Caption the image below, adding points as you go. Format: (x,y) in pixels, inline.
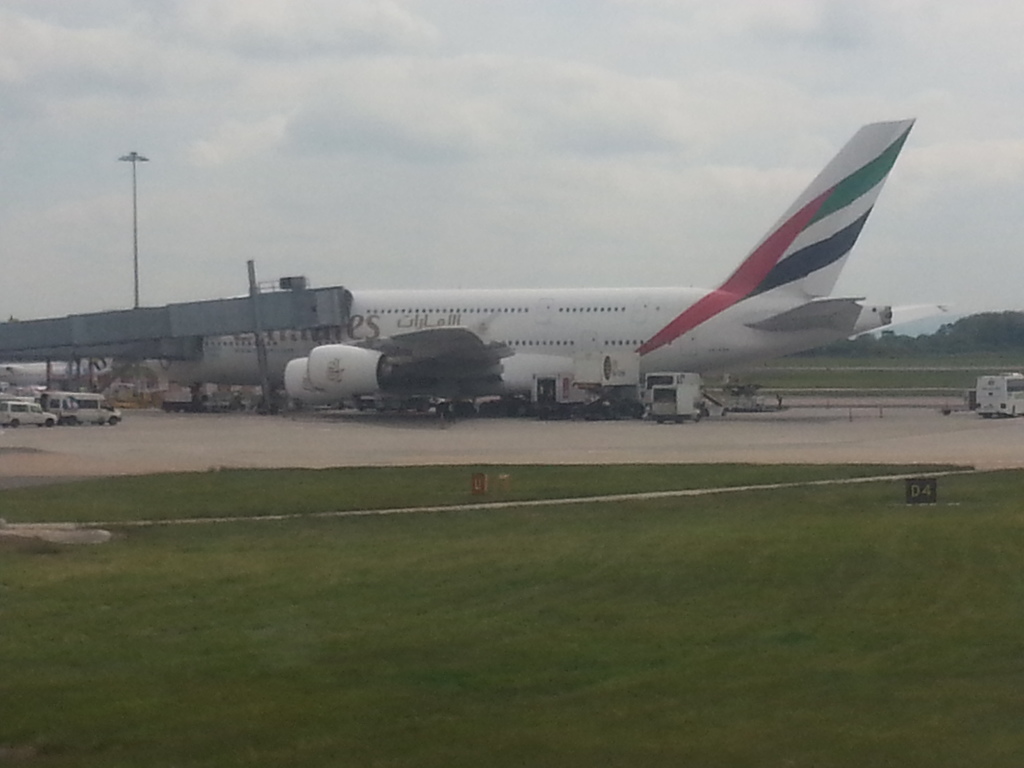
In this image we can see grass (266,668), airplane (530,306), tunnel (122,344), vehicles (68,413) on the road (143,413), light pole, trees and the cloudy sky (456,187) in the background (491,127).
